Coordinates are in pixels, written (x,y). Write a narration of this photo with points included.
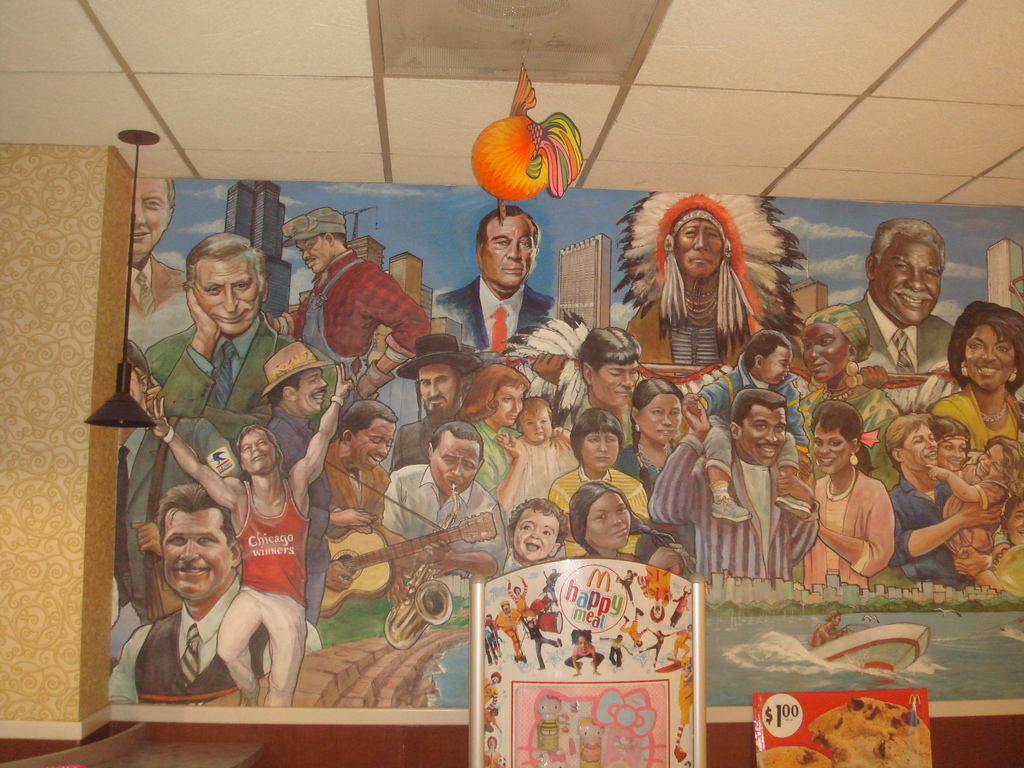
In this picture we can see few paintings (492,464), in the painting (533,341) we can find group of people (509,408), few buildings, water (733,629) and a boat (853,632).
